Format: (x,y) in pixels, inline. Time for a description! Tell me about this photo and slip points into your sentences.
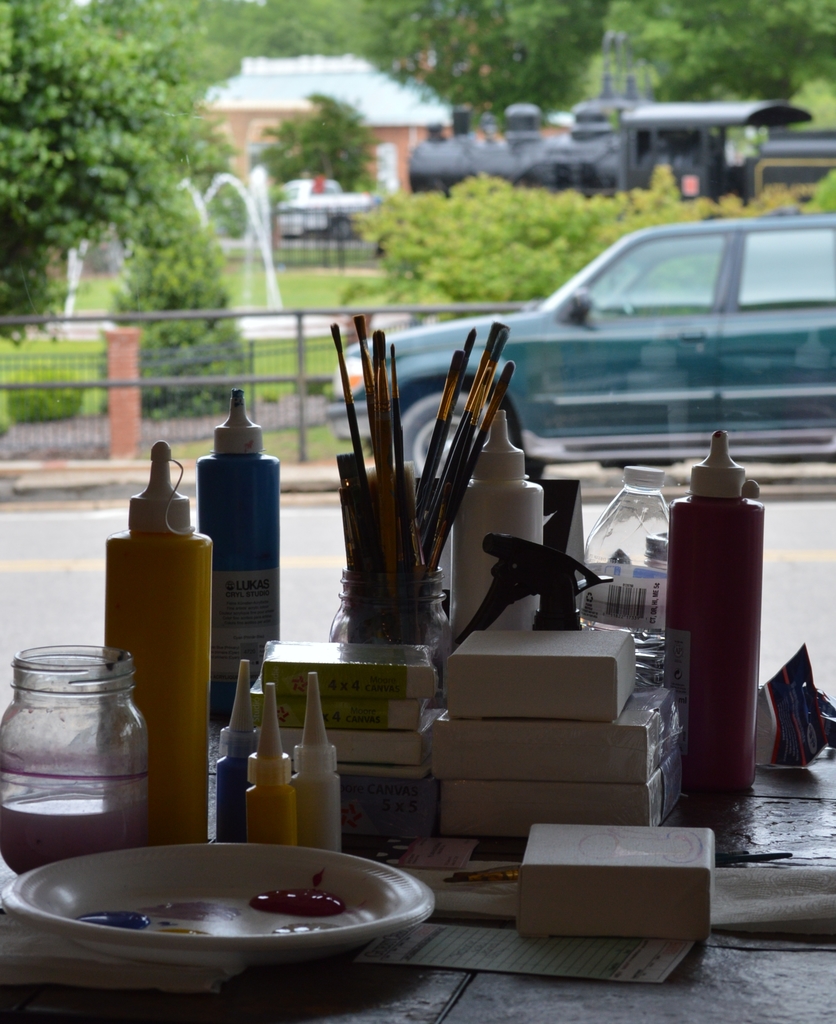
There is a table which has some objects (469,715) on it and there is a car (514,386) and trees (213,169) in the background (329,131).
